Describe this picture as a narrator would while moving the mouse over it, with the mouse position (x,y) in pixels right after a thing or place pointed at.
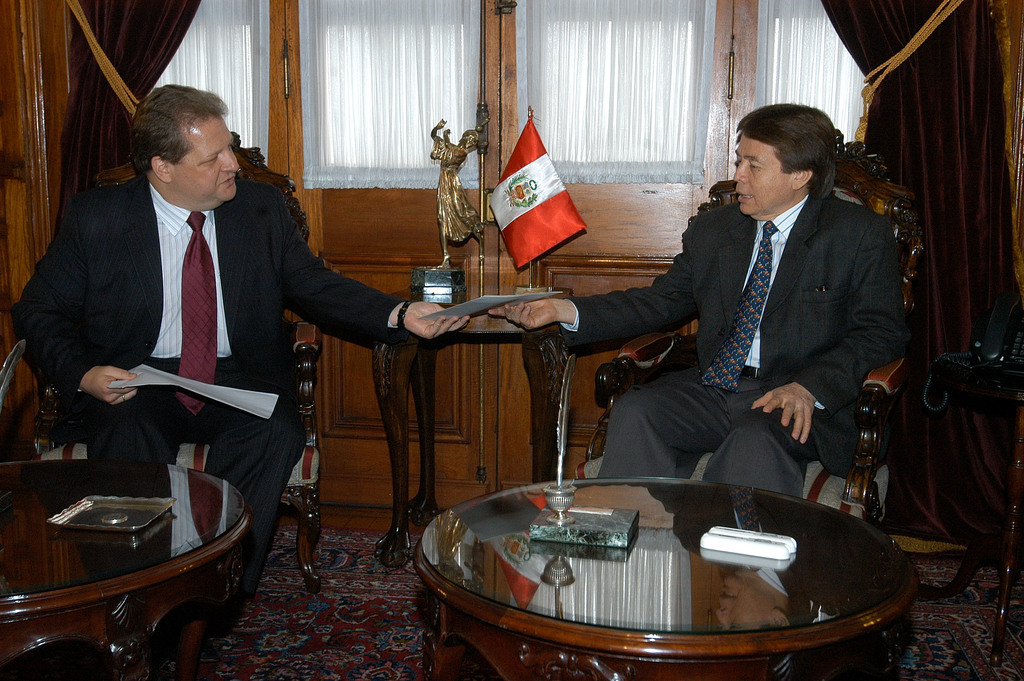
In this picture there are two people (687,387) sitting on chairs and each of them have tables (78,540) in front of them, these two guys (159,400) are having papers (472,311) in their hands (503,310), there is a flag (513,220) behind them and there is a door (371,106) behind them which consists of curtains (573,55).
